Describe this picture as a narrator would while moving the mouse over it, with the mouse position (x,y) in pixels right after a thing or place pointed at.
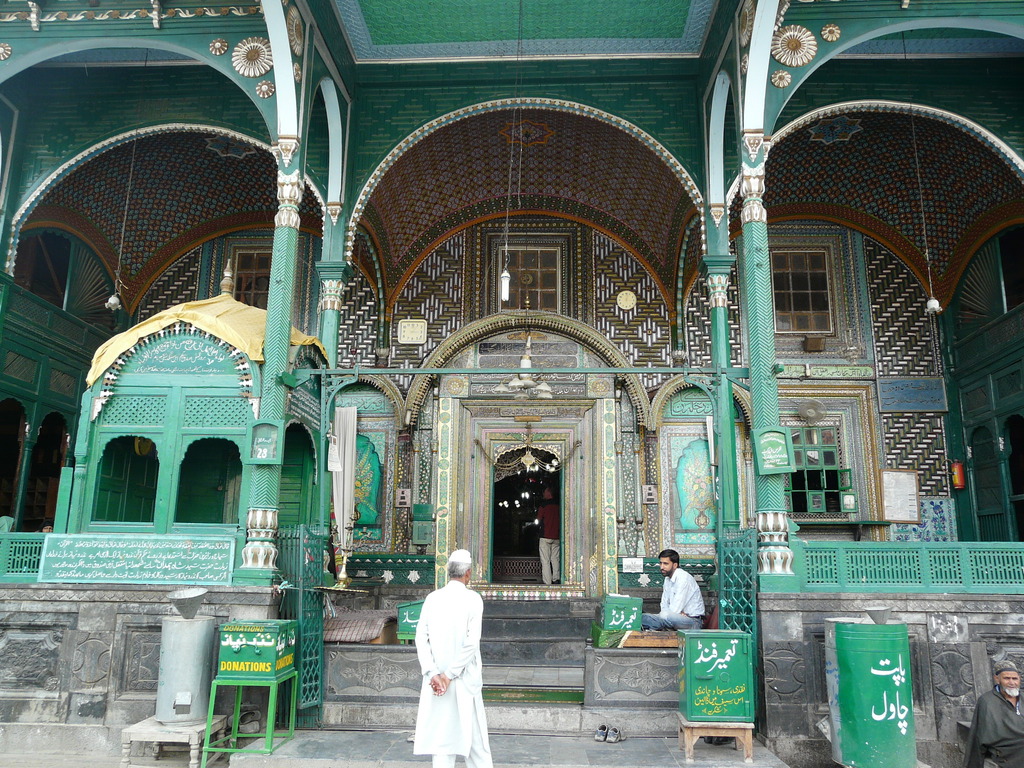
In this image, we can see a building (719,243) and there are lights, boxes (705,668), boards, clocks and we can see stands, some people (469,559) and there are stairs (535,709) and railings (15,577). At the top (596,6), there is a roof (605,21) and at the bottom (199,758), there is a floor (368,756).
